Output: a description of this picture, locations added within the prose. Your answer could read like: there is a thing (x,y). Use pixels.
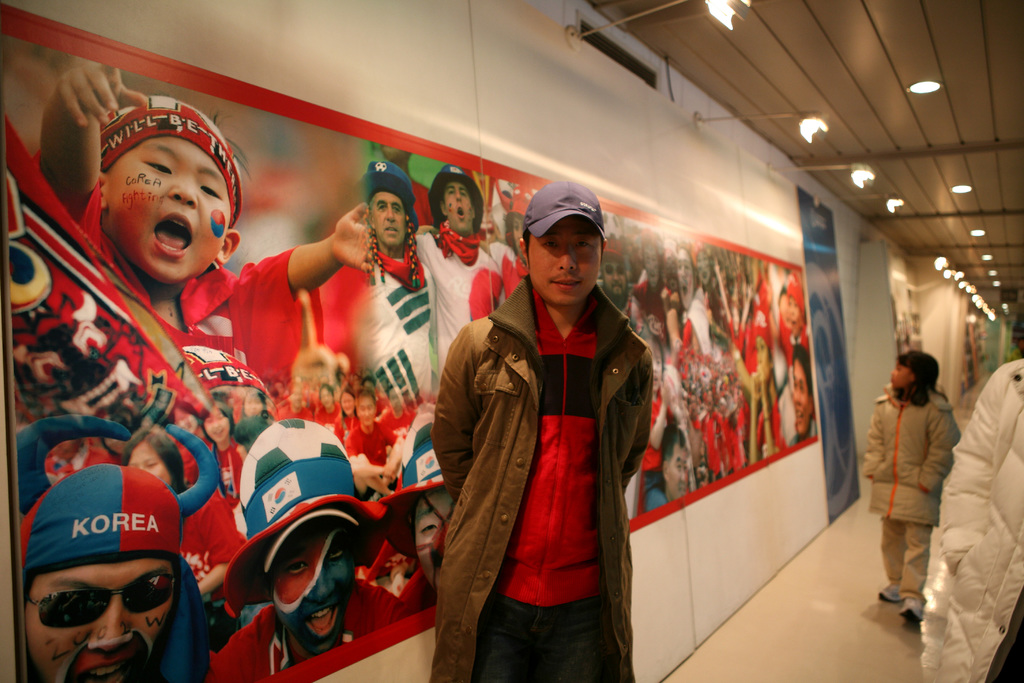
This is an inside view. Here I can see a person (494,458) wearing a jacket (506,526), standing, smiling and giving pose for the picture. On the right side (938,479) there are two more persons (963,524) wearing jackets (891,486) and walking on the floor (731,639). On the left side (144,205) there are few posters (376,303) attached to the wall (578,80). At the top (821,128) there are some lights (978,233).
